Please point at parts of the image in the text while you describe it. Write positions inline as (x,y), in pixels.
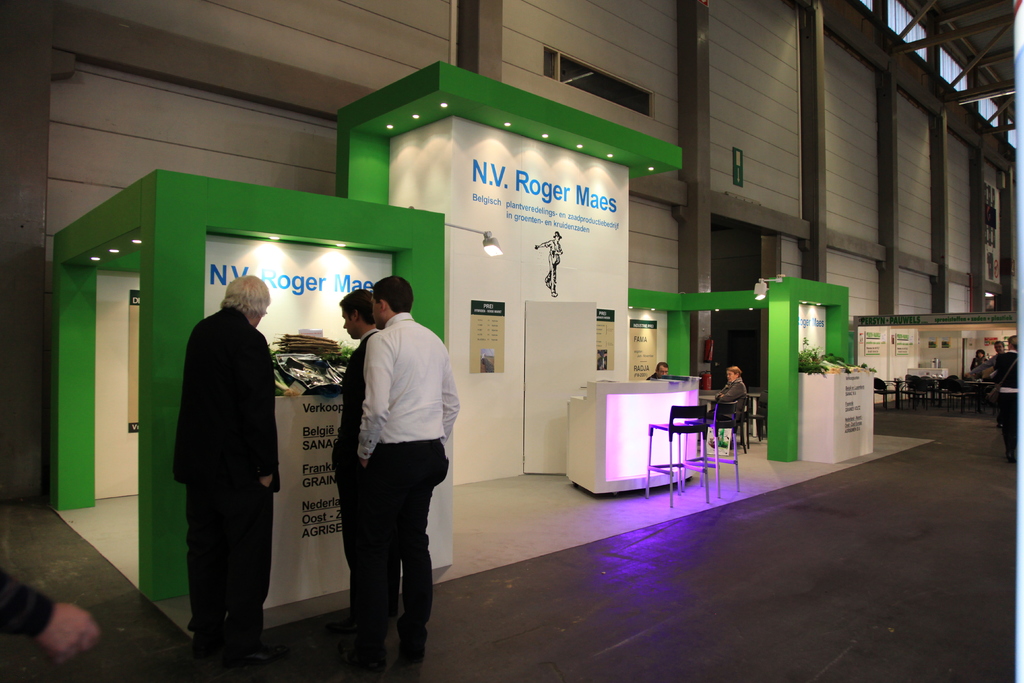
This image is taken indoors. At the bottom of the image (676,610) there is a floor (673,637). In the background (327,87) there is a wall (897,269) with a door (740,262). At the top of the image (976,29) there is a ceiling (982,43) and there are few iron bars (980,91). On the right side of the image (983,367) a few people (977,352) are standing and a person (1009,399) is walking on the floor (998,470). There are many empty chairs (882,380) and tables (929,380). In the middle of the image (565,248) there are many boards (610,278) with text (820,324) on them. Two people (727,401) are sitting on the chairs (746,413) and there are a few empty chairs (716,439). Three men (231,585) are standing on the floor (345,637) and there are two stalls (803,336).
